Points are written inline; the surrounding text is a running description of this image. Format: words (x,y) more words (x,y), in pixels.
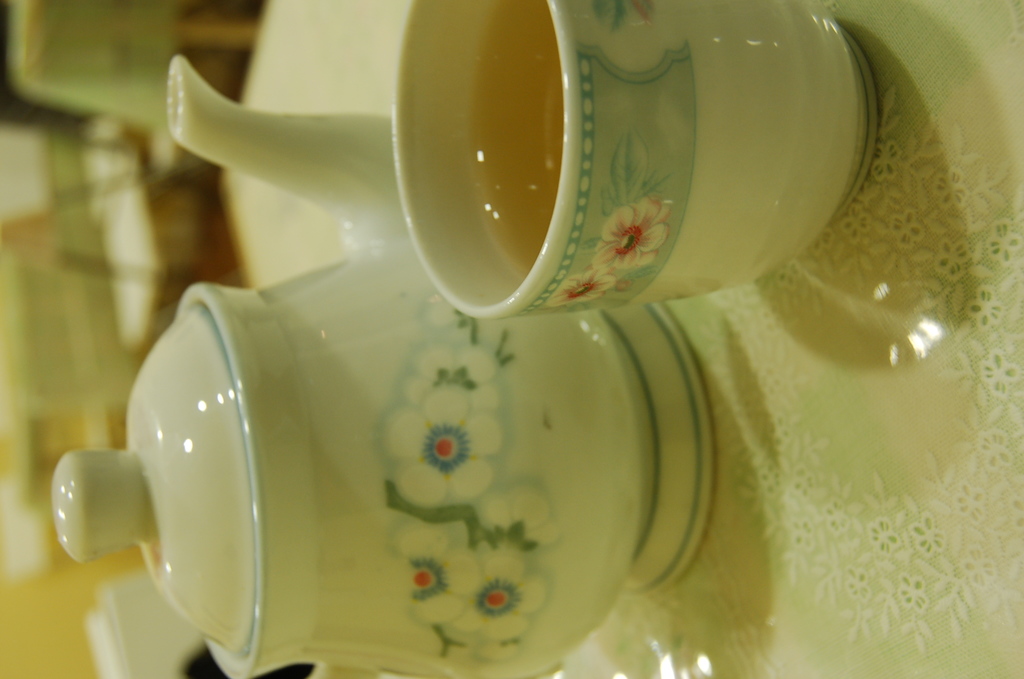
In this image, we can see a cup (609,208) with liquid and kettle (695,467) with a lid (214,546) on the white surface (945,495). On the left side of the image (211,32), there is a blur view.
